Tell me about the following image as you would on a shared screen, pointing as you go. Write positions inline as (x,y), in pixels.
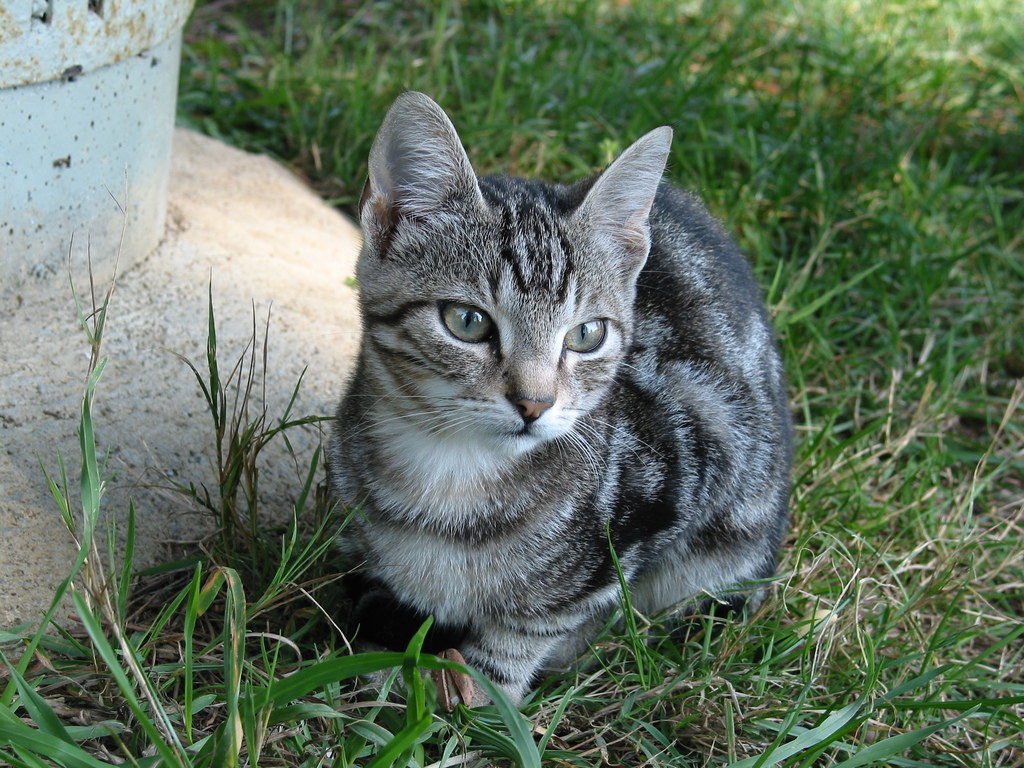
In this picture there is a white and black color cat (769,507) sitting on the grass (786,652). Behind there is a white color pillar (69,42).
